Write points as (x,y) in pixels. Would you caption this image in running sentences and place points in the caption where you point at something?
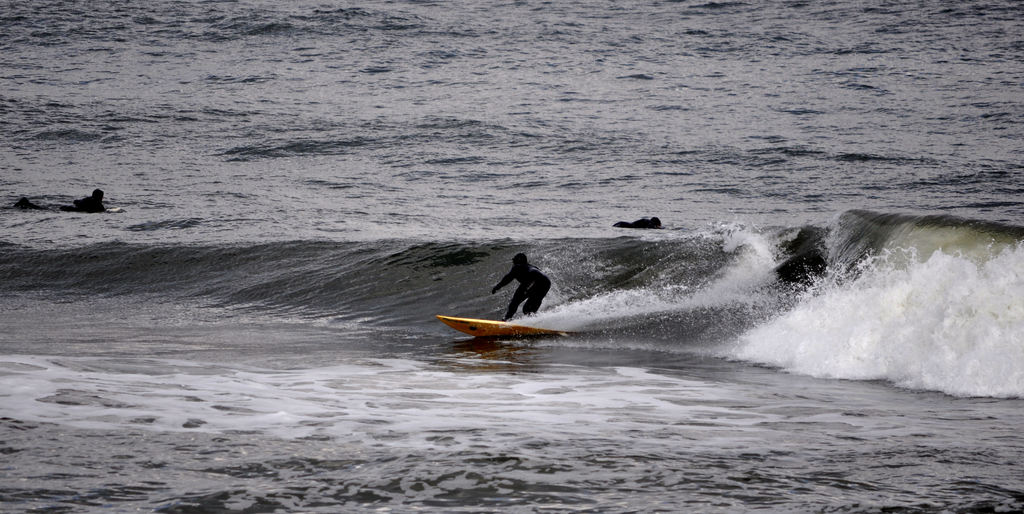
In this image I can see a person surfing on water (466,294) using a surfboard (496,321) and the surfboard (485,331) is in yellow color.
